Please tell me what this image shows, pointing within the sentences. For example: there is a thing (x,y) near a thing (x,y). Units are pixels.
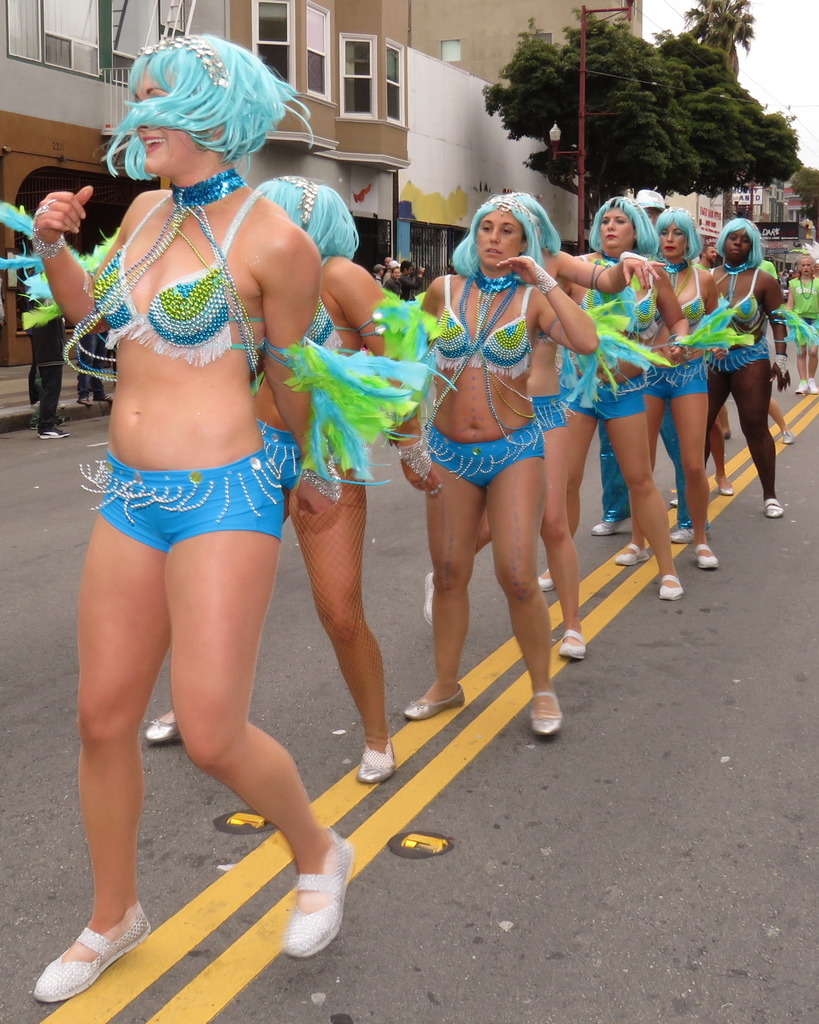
In this picture we can see a road (606,730) and on the road (273,680) women (165,580) are standing in a line and performing some activity. The first woman (196,379) is laughing and at the background (398,74) we can see building (376,62) with windows (393,104), wall (452,114), trees (620,70), sky (769,62) and here it is a pole (581,118) and here it is a footpath (22,385).
